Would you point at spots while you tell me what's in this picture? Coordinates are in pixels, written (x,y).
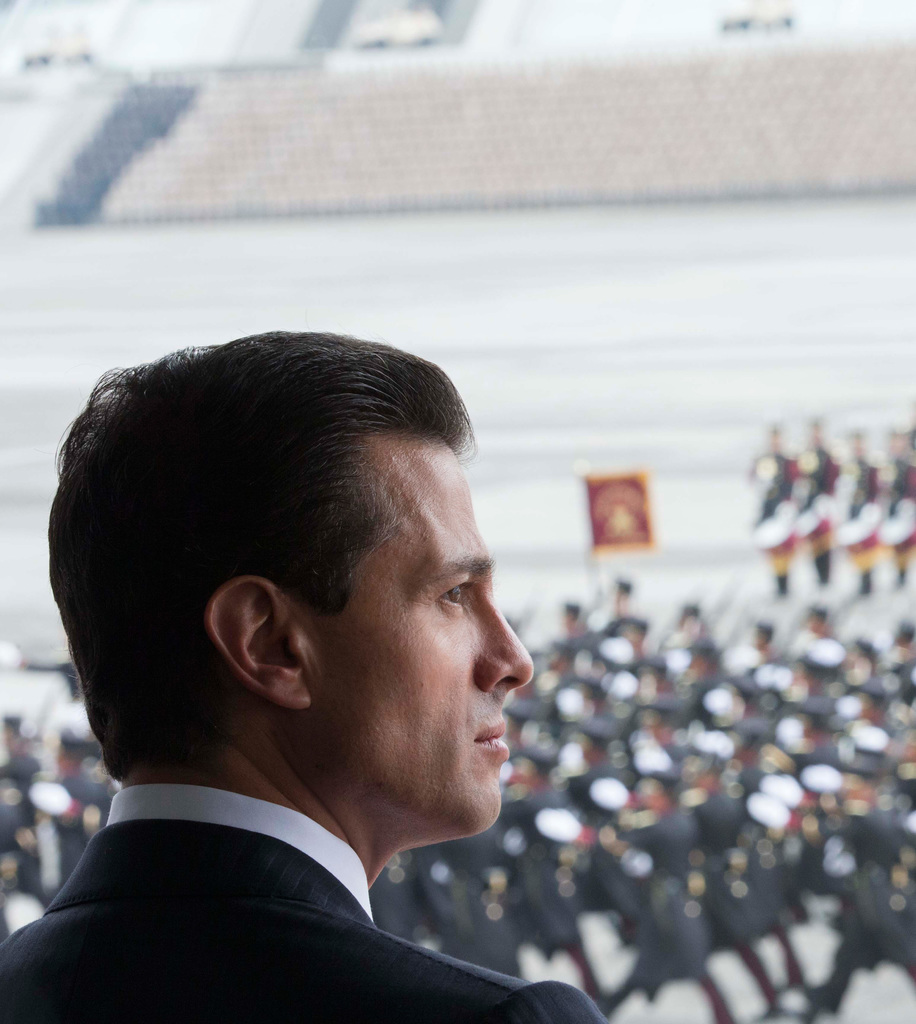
In this image we can see a man (357,888). In the background (450,928) there are people (607,829) wearing uniforms (735,826) and we can see bleachers (384,181).
